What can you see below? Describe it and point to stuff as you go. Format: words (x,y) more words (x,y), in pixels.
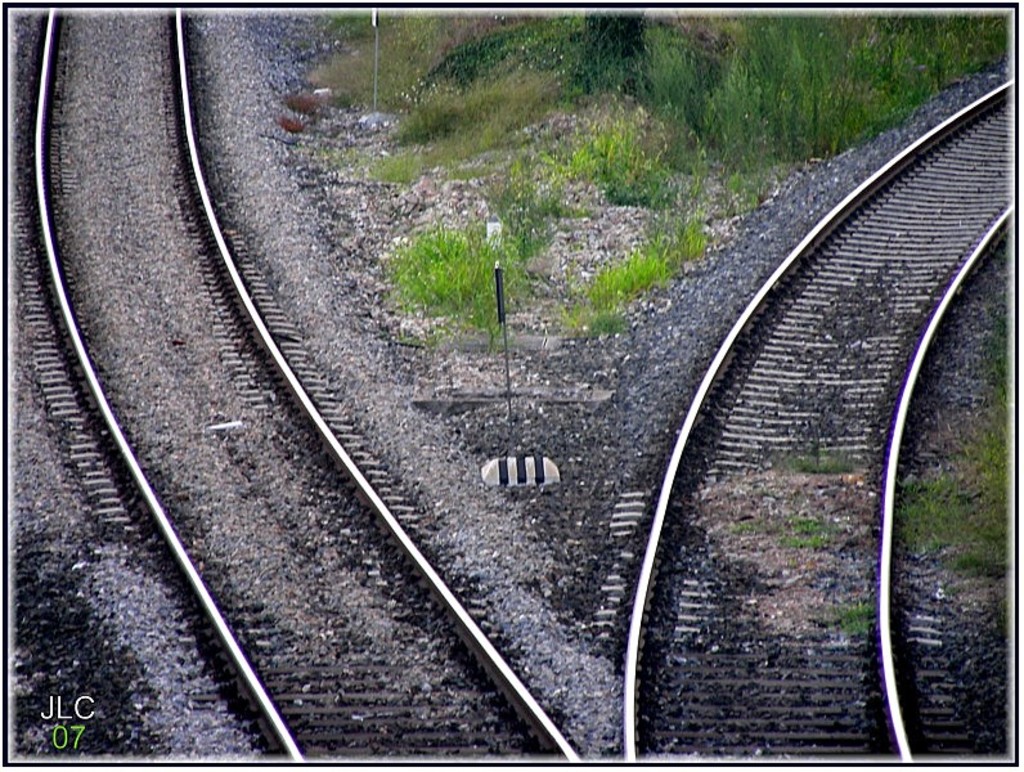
In this image we can see the tracks (818,671). In the center of the image (509,292) we can see the poles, grass (643,245) and some plants (510,168). At the bottom of the image (579,692) we can see some stones (583,751).
